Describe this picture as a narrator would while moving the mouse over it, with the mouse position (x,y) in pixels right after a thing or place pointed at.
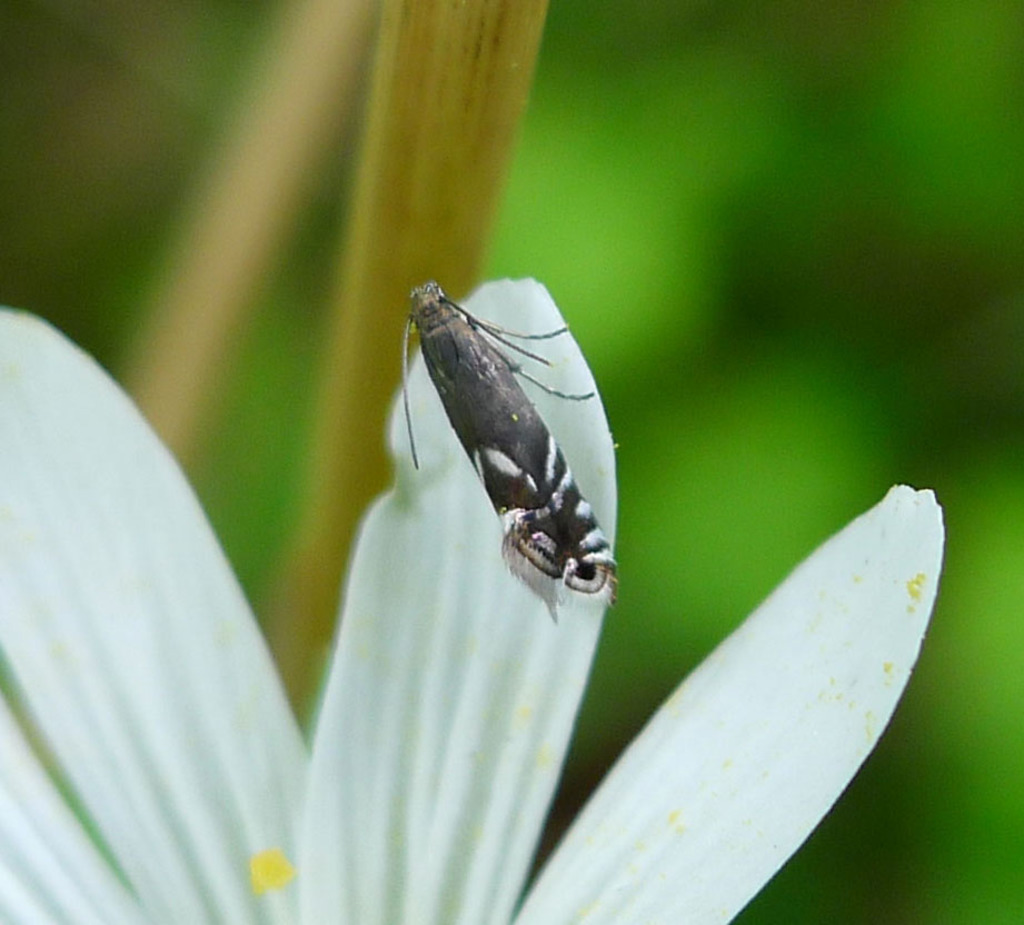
In this image there is a insect (489,484) on a flower (375,850), in the background (347,17) it is blurred.
